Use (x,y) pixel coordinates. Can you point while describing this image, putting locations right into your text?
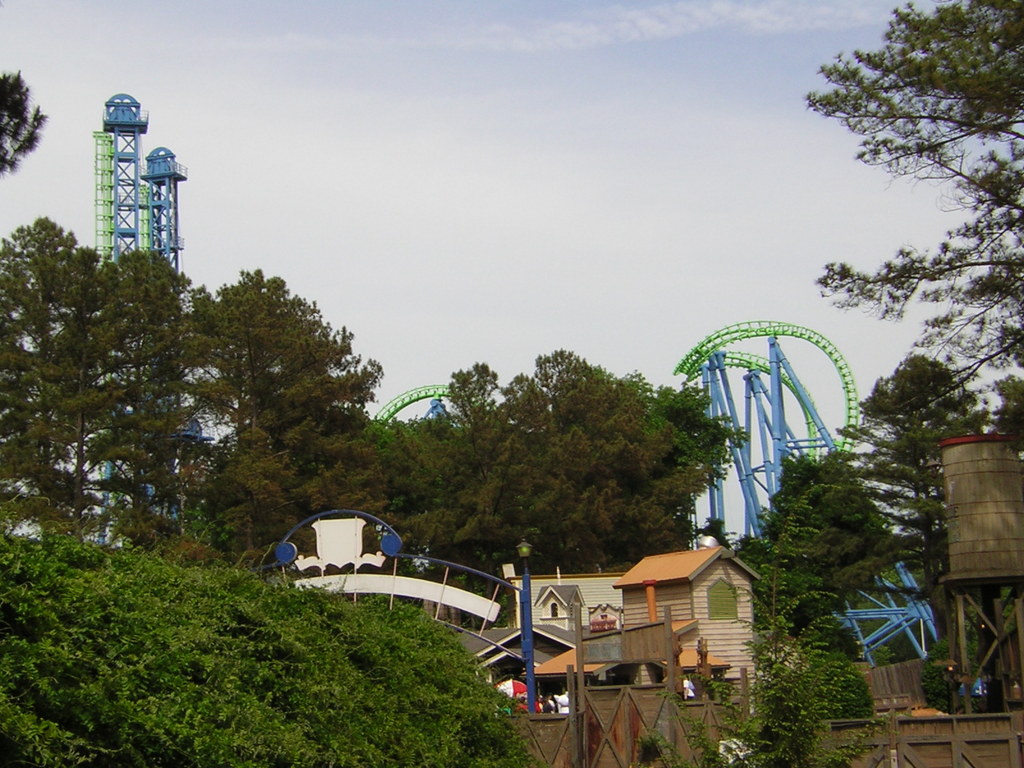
In the foreground (523,645), I can see a fence (591,708), plants (228,645), trees (111,516), houses (554,590), board (340,561), poles (579,642) and metal objects (711,513). In the background (712,410), I can see towers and the sky (496,196). This picture might be taken in a day.
